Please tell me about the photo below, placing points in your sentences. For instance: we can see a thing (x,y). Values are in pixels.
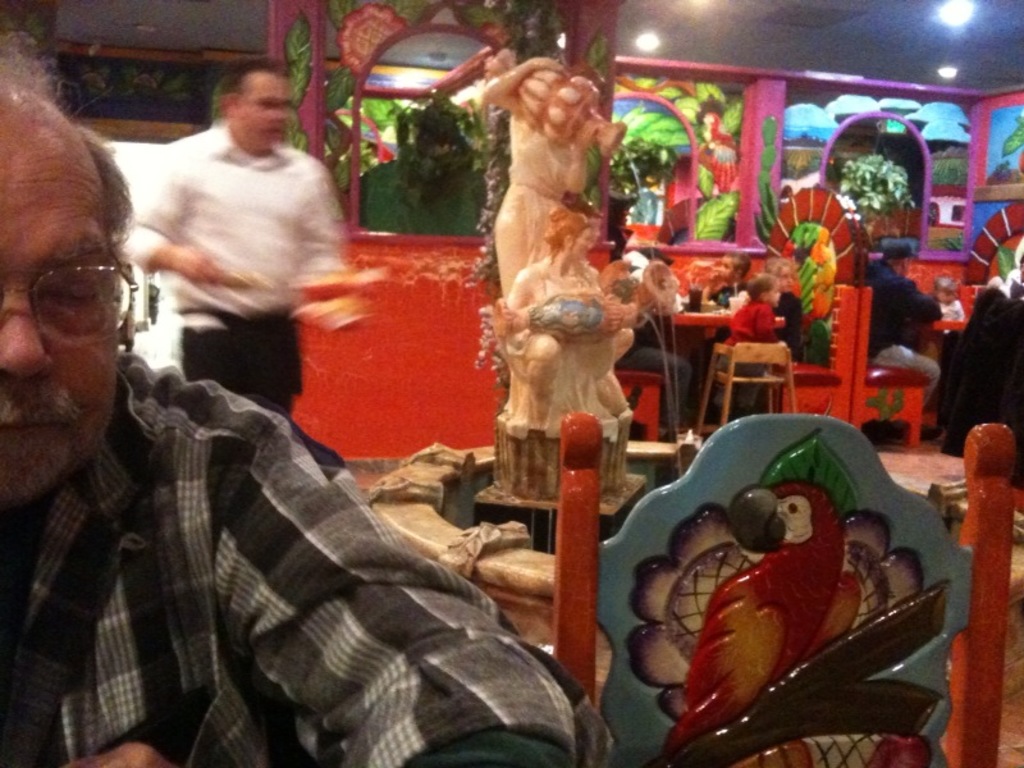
At the center of the image (501,304) there is a fountain (542,528) with the statue (593,310), around the fountain (512,580) there are tables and chairs (584,624) arrange. On the tables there are food items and there are a few people (93,493) sitting on the chairs (626,532). In the background (841,102) there is a colorful wall (864,95) with paintings (335,58) of flowers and birds (711,143). At the top of the image (862,42) there is a ceiling (910,43), there is a person (273,313) holding some objects (325,278) which are not cleared and he is walking.
